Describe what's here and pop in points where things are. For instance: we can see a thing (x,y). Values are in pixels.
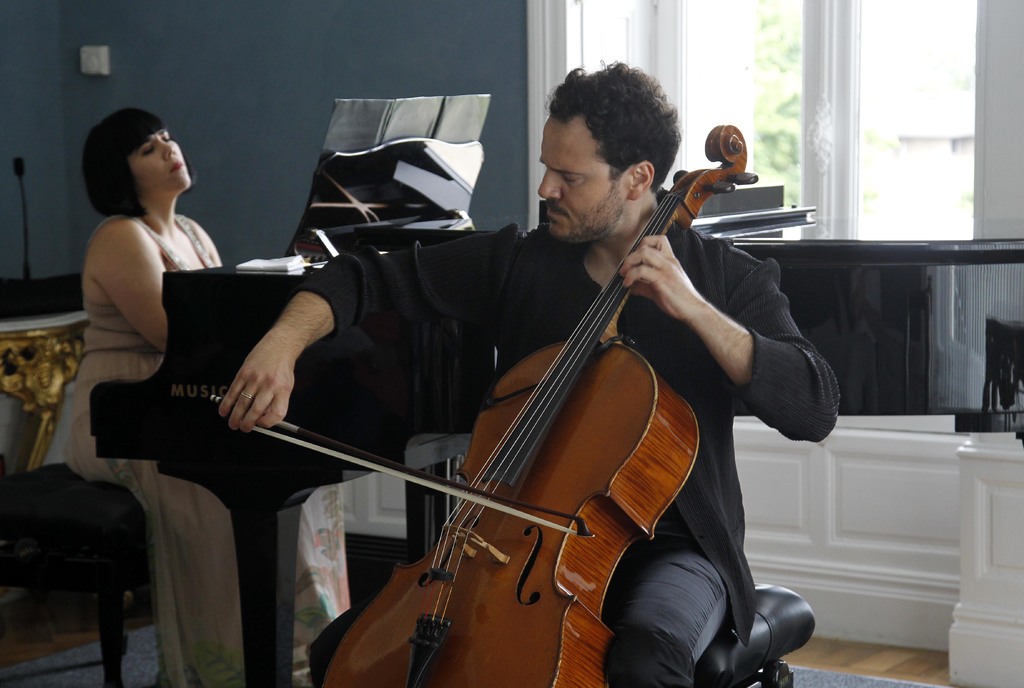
In this picture we can see a man (511,294) playing a cello (623,474), here we can see a woman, piano (419,418), files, socket board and some objects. In the background (830,189) we can see a wall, windows (912,50), from windows (827,210) we can see trees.
